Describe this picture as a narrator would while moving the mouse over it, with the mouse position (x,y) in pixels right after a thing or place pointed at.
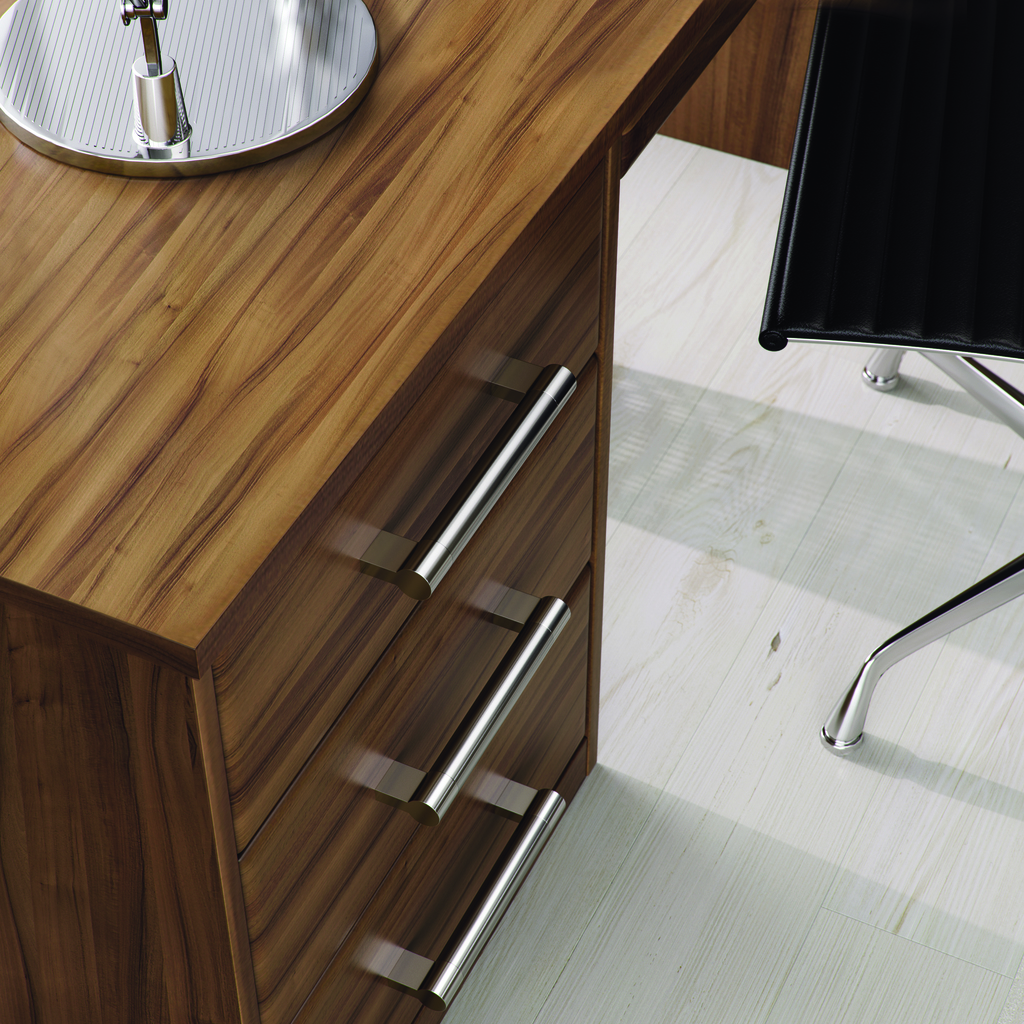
The image consists of a table (292,501) which has drawers (402,670) and in front there is a chair (916,293) and the floor (764,681) is of white wood (707,750).
